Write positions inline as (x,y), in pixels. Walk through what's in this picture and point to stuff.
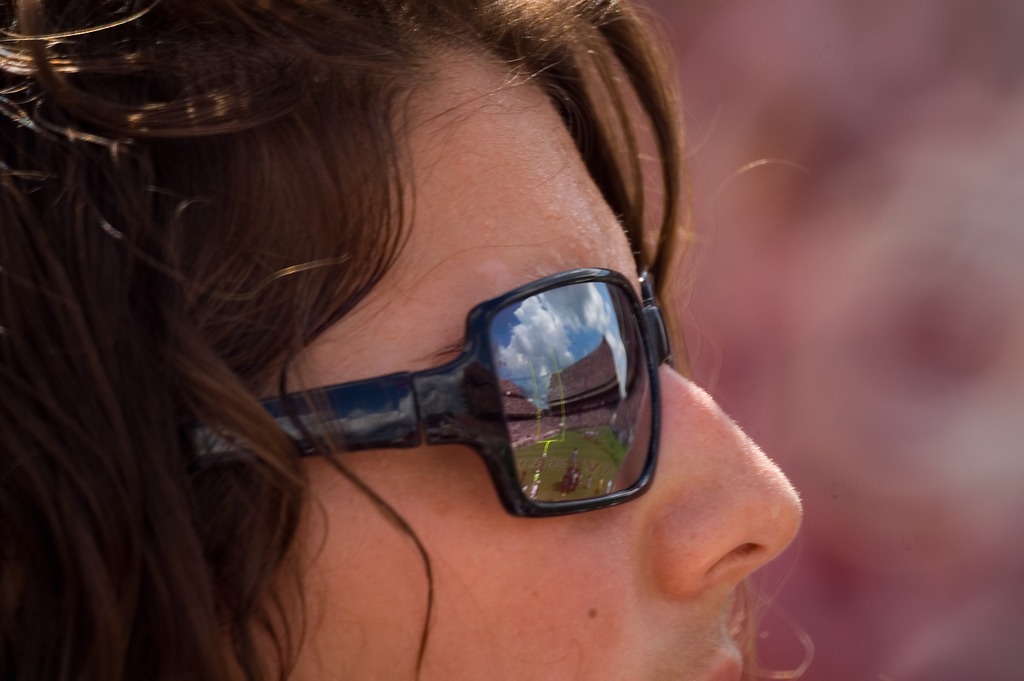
In this image we can see women (185,197) wearing spectacles (520,391).
